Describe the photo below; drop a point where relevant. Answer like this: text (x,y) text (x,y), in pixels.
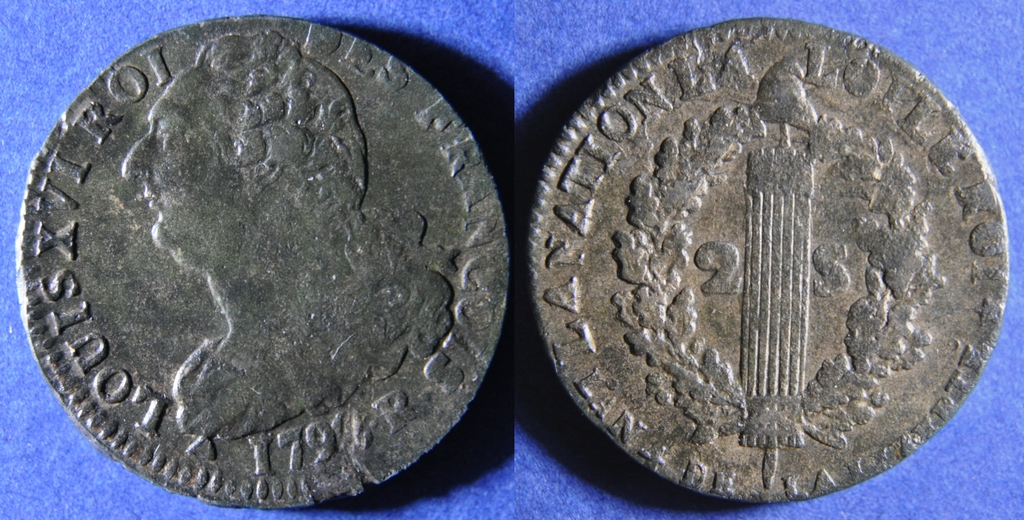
On the left side (132,329), there is a silver color coin (337,118), on which there is a sculpture (318,355). Around this sculpture (192,173), there are texts (372,76) and numbers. On the right side (705,74), there is another silver coin (553,289), on which there are designs (717,384), texts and numbers (717,261). And the background (882,20) is blue in color.
